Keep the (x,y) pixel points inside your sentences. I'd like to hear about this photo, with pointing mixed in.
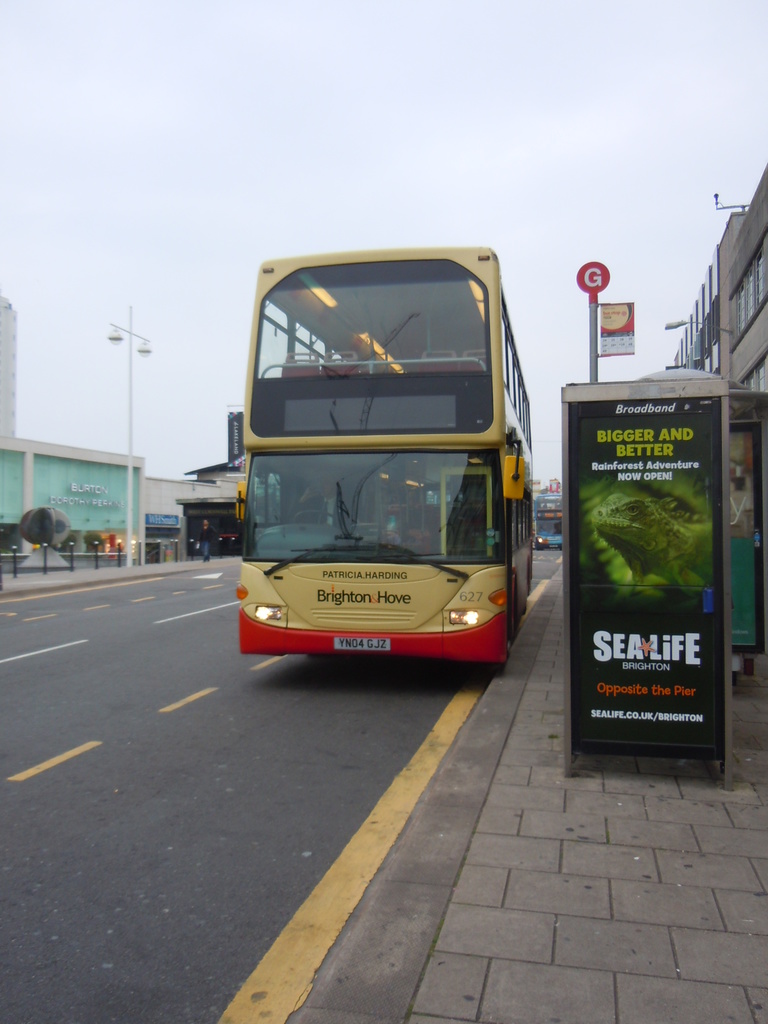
As we can see in the image there is bus (311,468), banner (618,572) and at the top (343,153) there is sky (498,63). There are buildings (738,296), street lamps (130,440) and lights (106,547).
